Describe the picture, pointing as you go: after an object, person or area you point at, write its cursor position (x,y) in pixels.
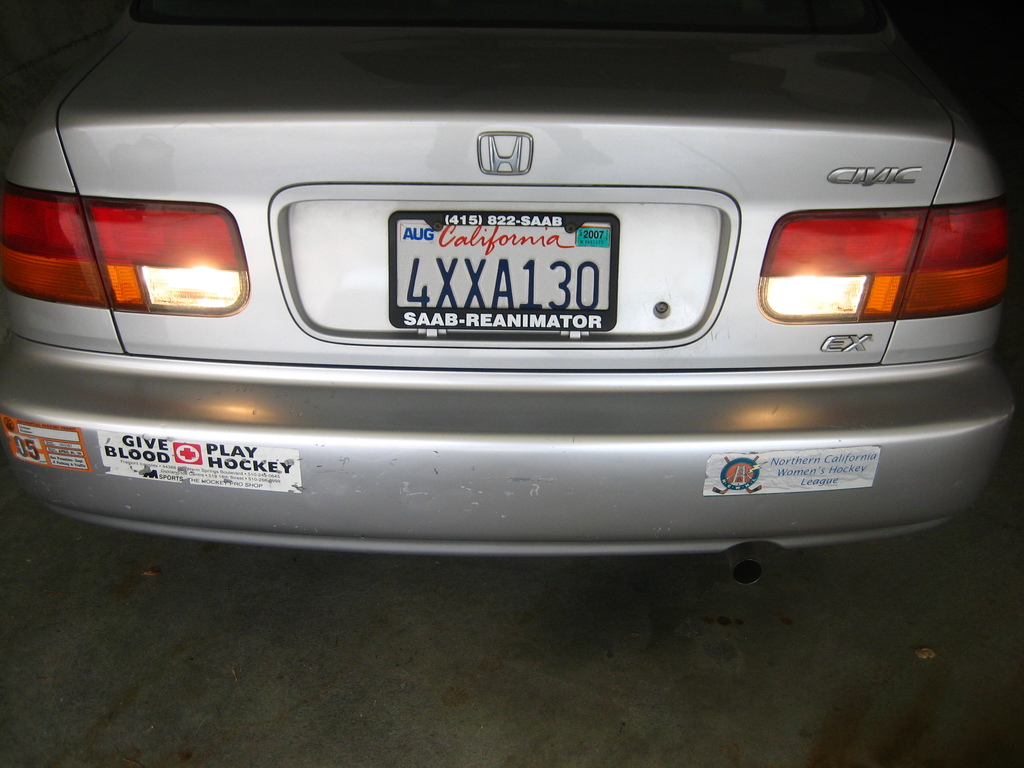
In this image we can see there is a vehicle (587,224) with the registration number plate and some text (207,474) written on it.
